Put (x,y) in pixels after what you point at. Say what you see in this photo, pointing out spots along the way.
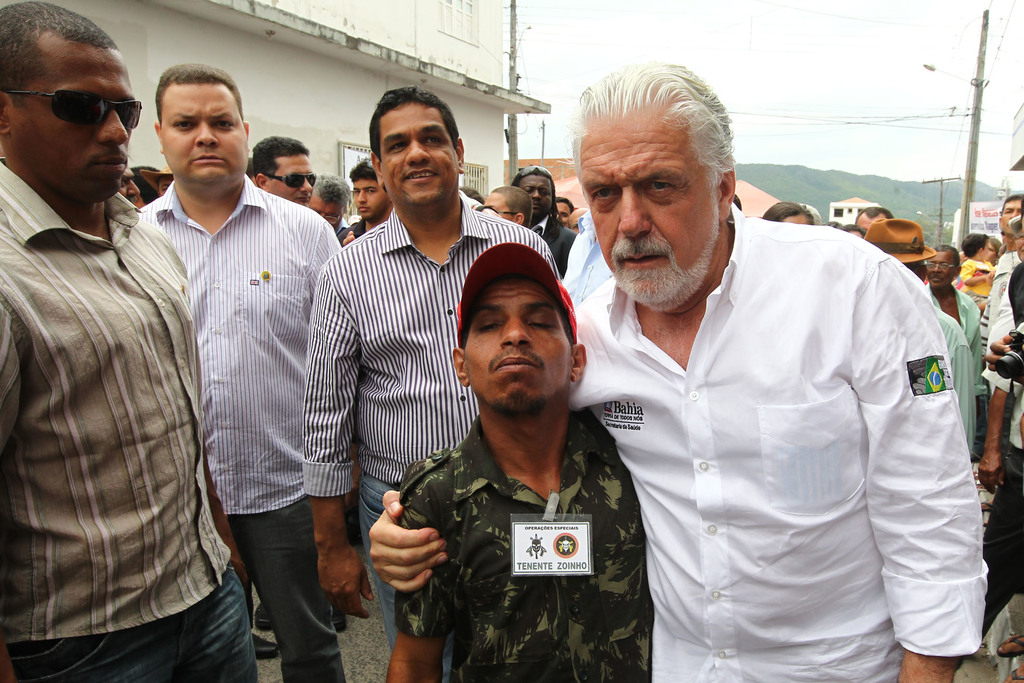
We can see Crowd people (403,282). On the left (89,301) a man (89,332) standing wearing black color spectacle (82,115). On the right side (725,335), we can see an old man (751,393) wearing white color shirt (748,469) and beside a man (563,404) wearing red color cap (571,314). On the left side (154,132), we can see a white color building (338,151). In the background (950,196), we can see mountains (845,196) and trees (845,196). We can see electric poles (970,151), both right (971,193) and left side. At the back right side, we can see white color building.
